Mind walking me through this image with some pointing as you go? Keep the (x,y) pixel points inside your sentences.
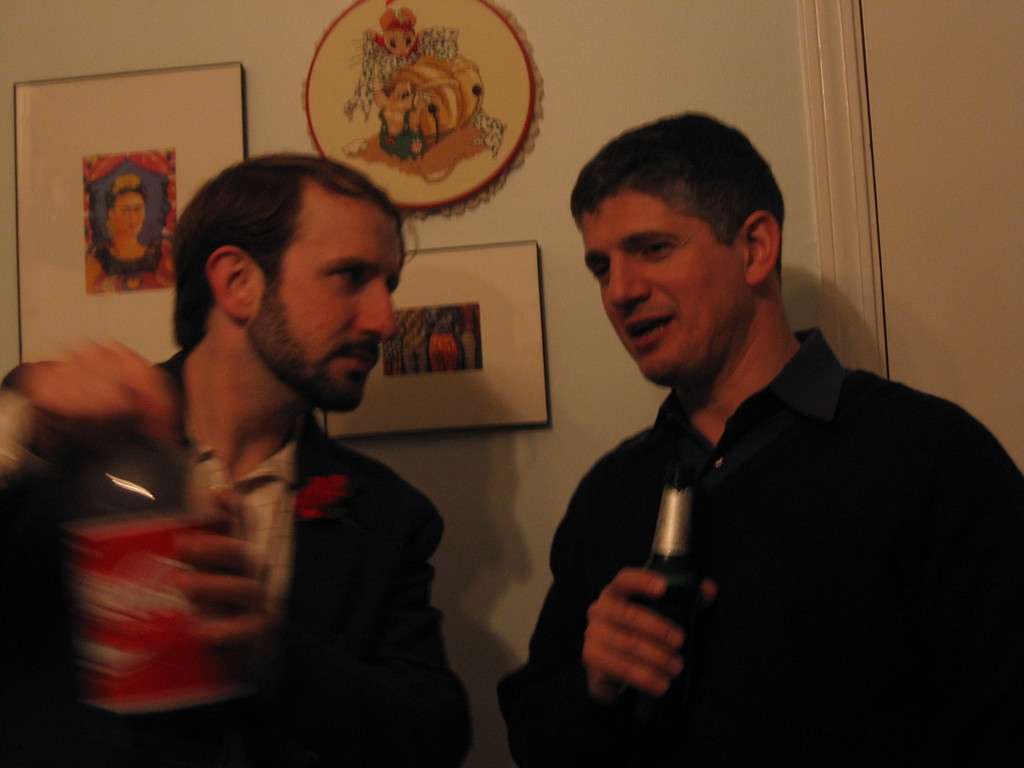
In the center of the image (359,321) there are two people (632,273) standing and holding bottles (213,671) in their hands (632,578). In the background (409,420) there are photo frames (494,243) placed on the wall (560,324). On the right (887,202) there is a door (915,159).
